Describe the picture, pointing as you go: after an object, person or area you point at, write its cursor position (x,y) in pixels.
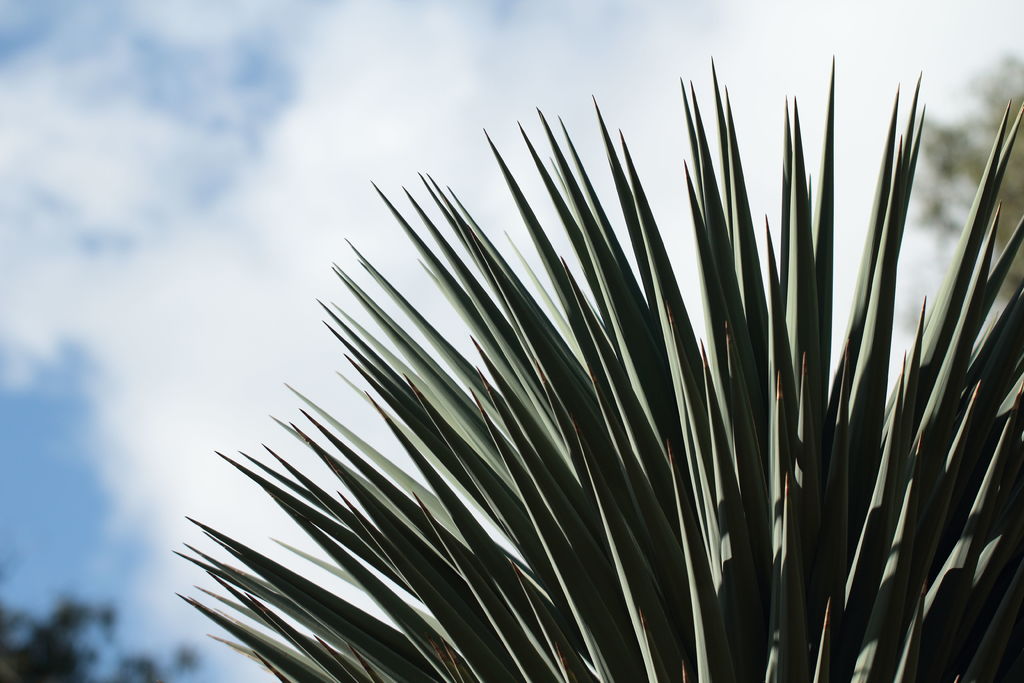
In this picture we can see few trees (757,322) and clouds (230,337).
